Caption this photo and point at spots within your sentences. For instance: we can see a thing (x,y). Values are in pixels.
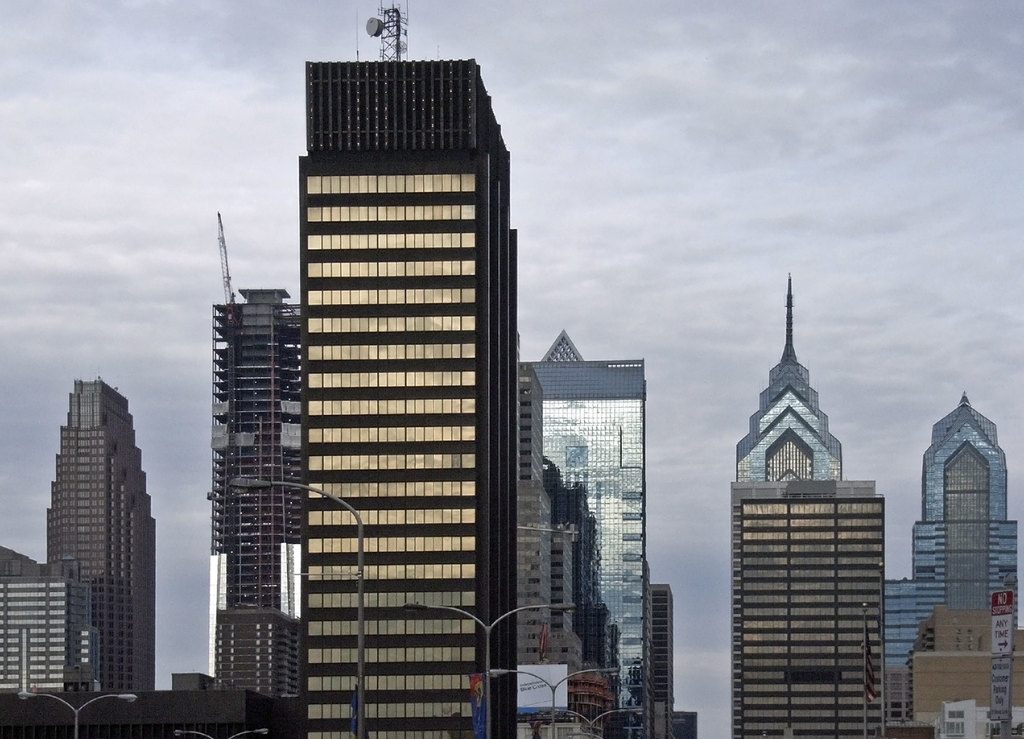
In this image we can see so many big buildings (327,612), some street lights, some boards (540,704) with text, some antennas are at the top of the buildings (667,684) and at the top (250,232) there is the cloudy sky (365,44).
